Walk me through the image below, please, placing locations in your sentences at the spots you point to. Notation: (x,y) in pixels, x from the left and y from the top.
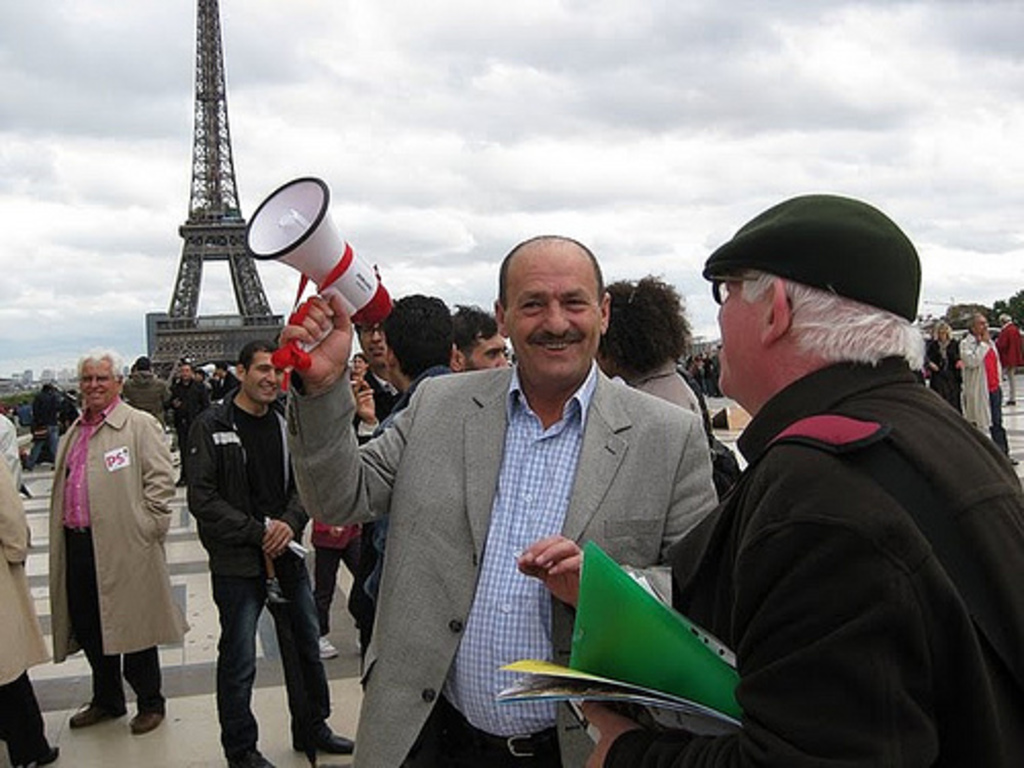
In front of the image there are two people (578,528), one of them is holding a mic (293,361) and the other one is holding some papers (612,642), behind them there are a few other people (484,320), in the background of the image (197,205) there are trees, buildings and an Eiffel tower (187,281), at the top of the image (869,73) there are clouds (666,227) in the sky (61,198).
